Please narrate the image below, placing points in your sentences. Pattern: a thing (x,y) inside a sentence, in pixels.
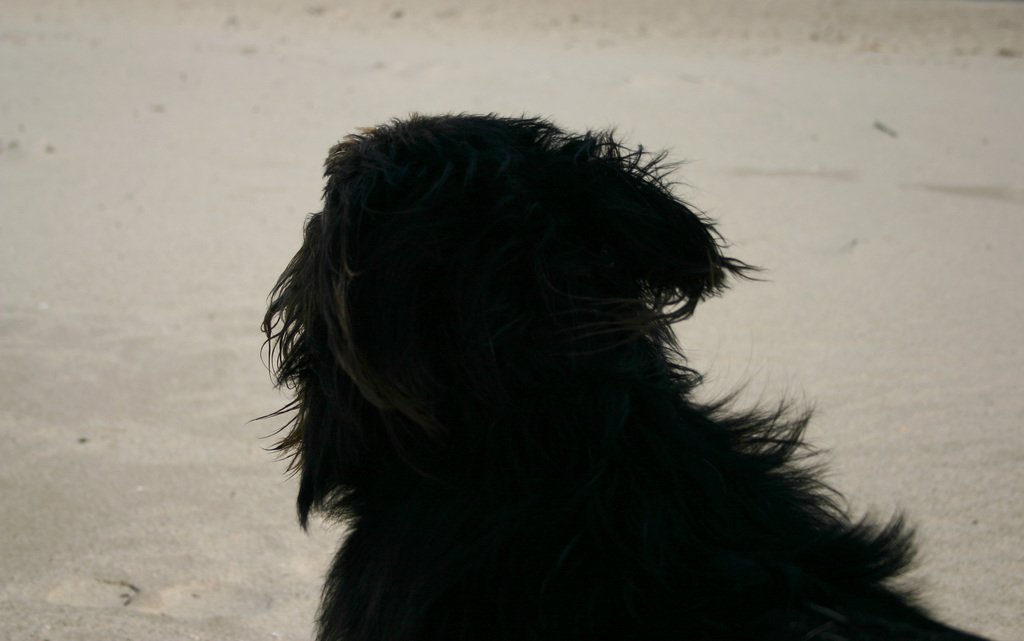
In this image there is a black color animal (545,332) towards the bottom of the image (567,447), at the background of the image (259,112) there is ground (544,106).
